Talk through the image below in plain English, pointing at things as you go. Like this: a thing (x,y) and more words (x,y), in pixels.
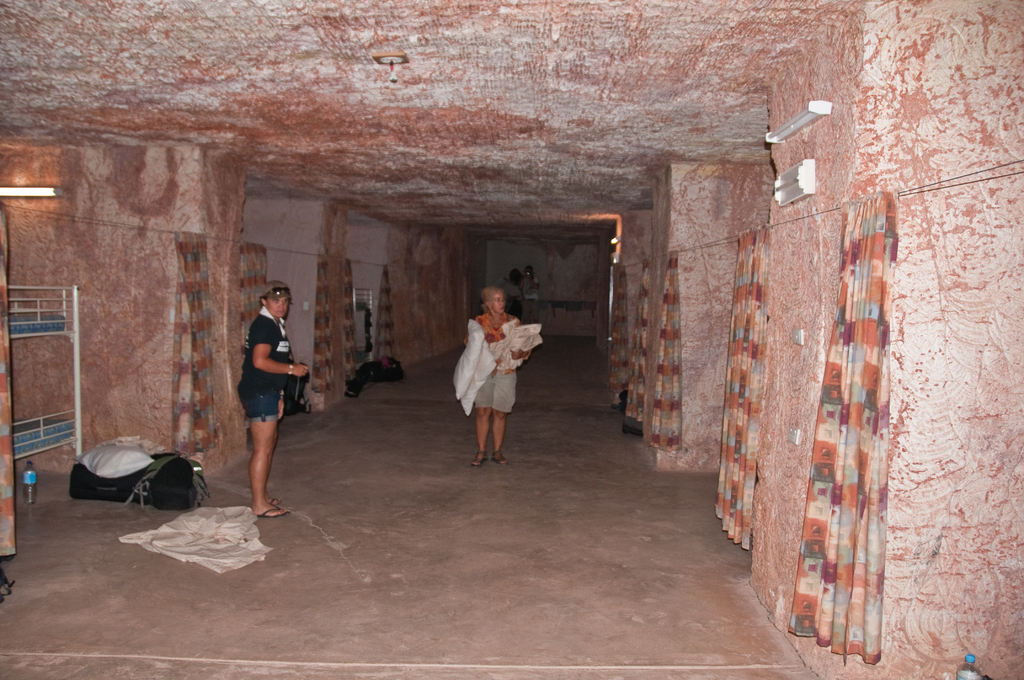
In this image we can see a few people (267,295) standing and holding objects (464,409), there are some curtains (249,295) and the wall (297,316), on the wall (227,276) we can see some lights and switchboards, also we can see a bag (179,504), clothes (194,526), bottle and the bed (26,450).
